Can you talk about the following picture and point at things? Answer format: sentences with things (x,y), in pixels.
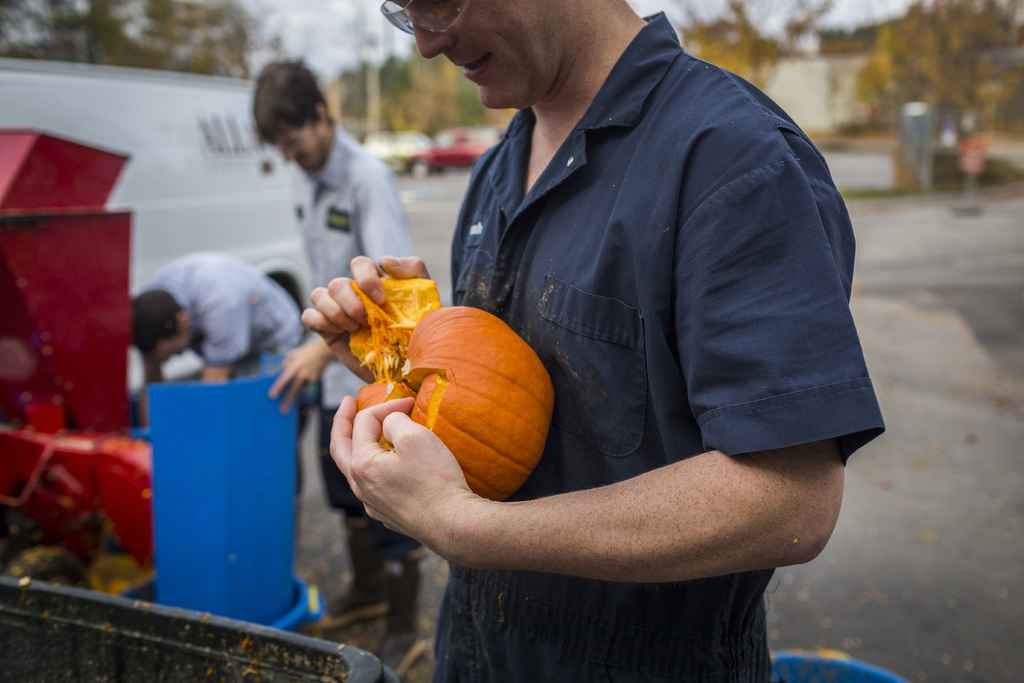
In the middle of the image (668,436) few people (616,475) are standing and holding something in the hands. Behind them we can see some trees (757,58), vehicles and poles (918,180). Background of the image (216,61) is blur.
